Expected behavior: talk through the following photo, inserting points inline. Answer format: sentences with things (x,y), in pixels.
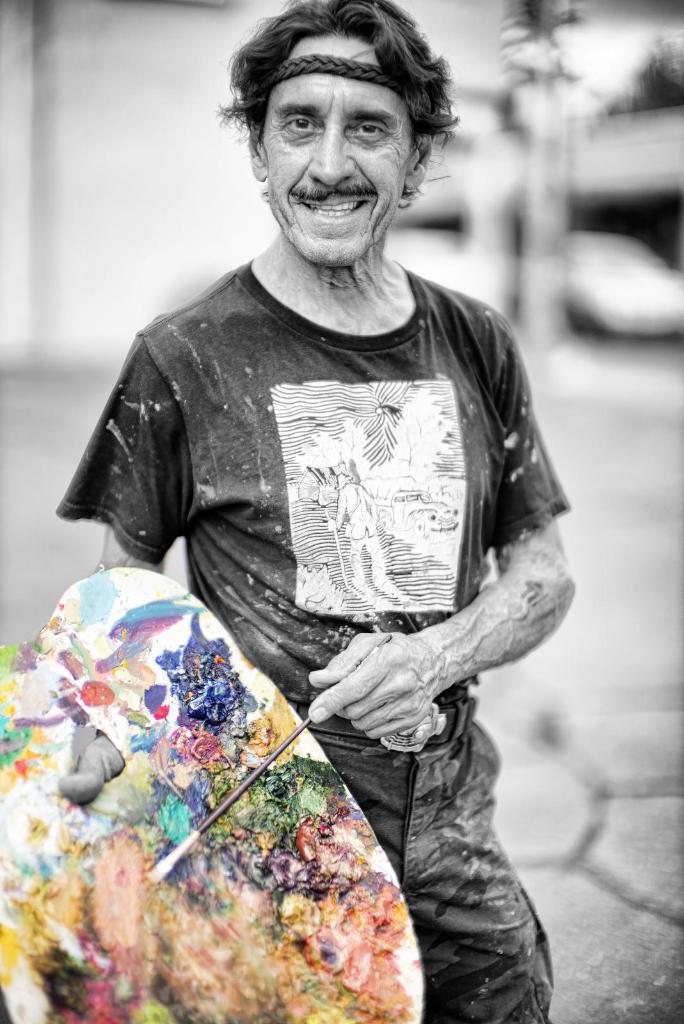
In this picture there is a man (388,316) who is wearing t-shirt (414,546) and jeans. He is holding a painting brush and board (207,864). He is standing on the floor (569,941). In the background (398,215) we can see the building (32,265) and trees (657,88). In the top right corner (595,59) there is a sky (652,6).
